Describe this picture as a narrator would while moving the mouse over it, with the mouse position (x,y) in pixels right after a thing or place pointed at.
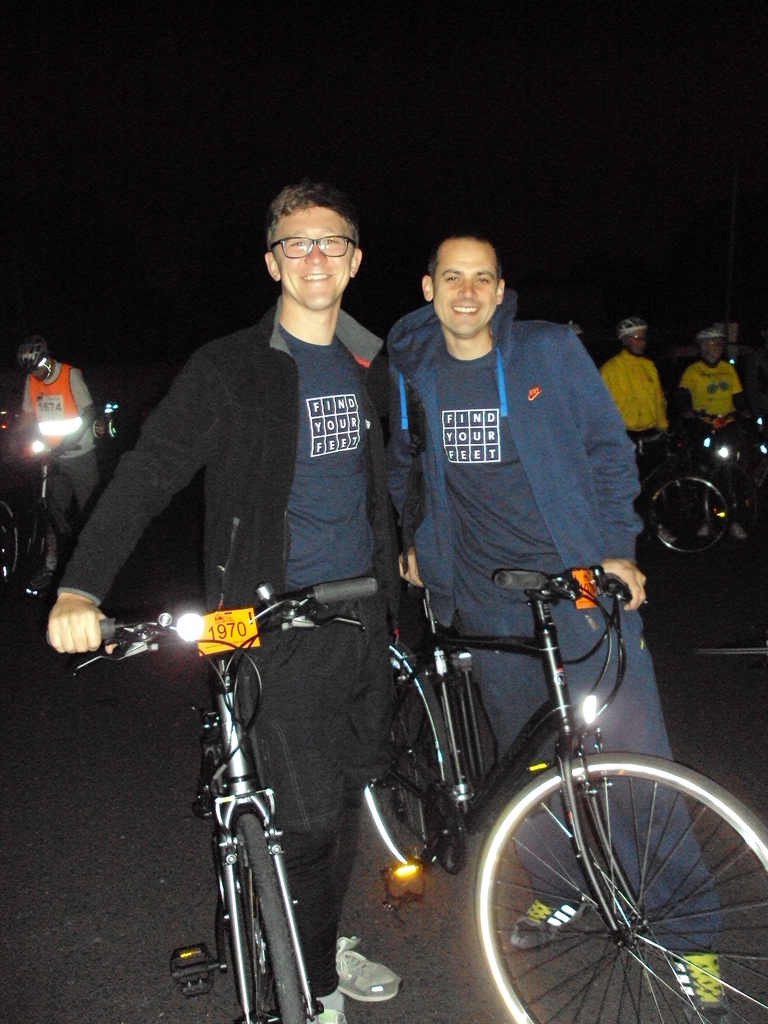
In this picture we can see two men (458,388) wore jacket (380,438) holding bicycles (412,864) on road (85,701) and in background (41,367) we can see three persons (616,371) holding bicycles (696,430) and it is dark.
